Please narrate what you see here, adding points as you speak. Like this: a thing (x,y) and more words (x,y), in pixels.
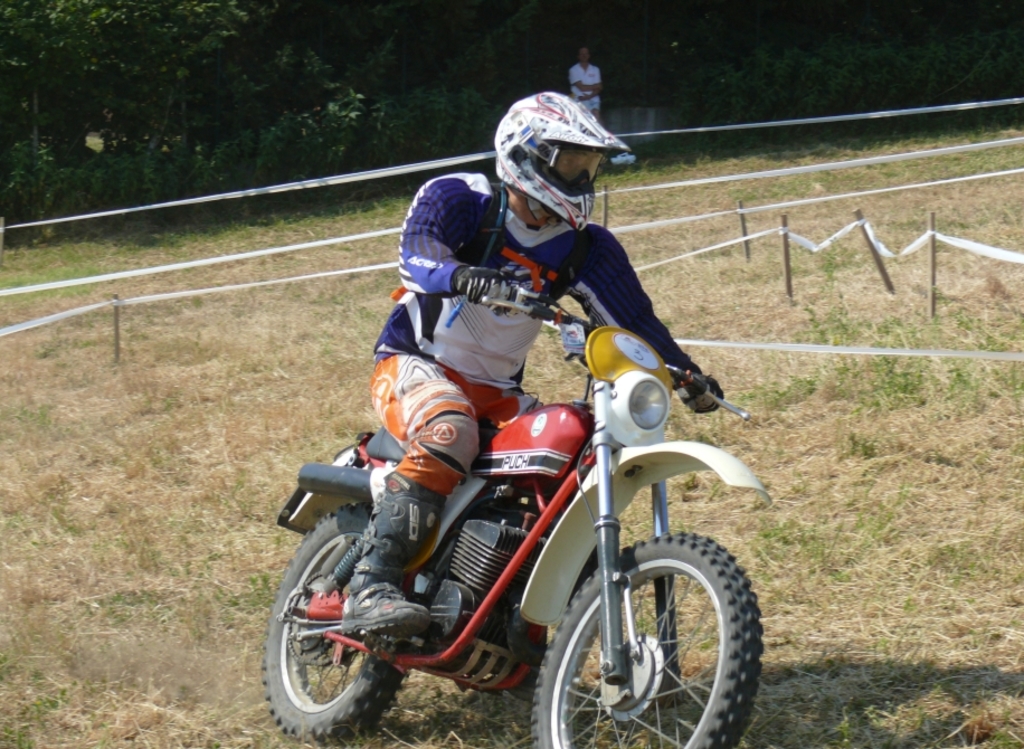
In this picture I can see there is a person (464,234) riding a motor cycle (513,582) and he is wearing a helmet (570,135) and there is grass (820,626) on the floor (200,536) and there is a fence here and there are trees (528,41) in the backdrop (558,51). There is a man (584,84) standing here and he is wearing a white shirt (596,76) and a trouser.
